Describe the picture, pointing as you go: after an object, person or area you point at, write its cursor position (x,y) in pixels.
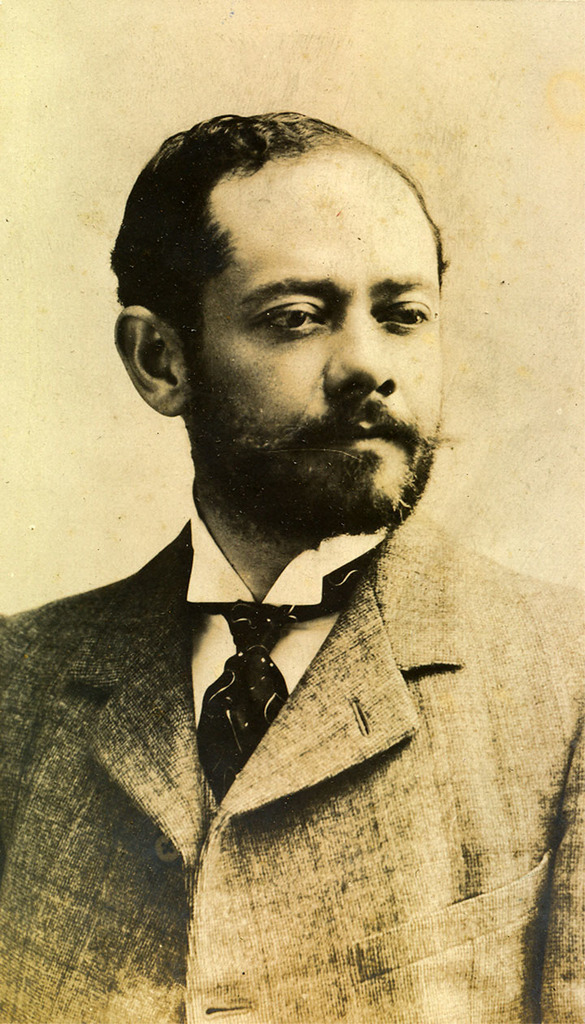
In this image we can see a man (287,509) and in the background (183,108) there is a wall (247,72).
